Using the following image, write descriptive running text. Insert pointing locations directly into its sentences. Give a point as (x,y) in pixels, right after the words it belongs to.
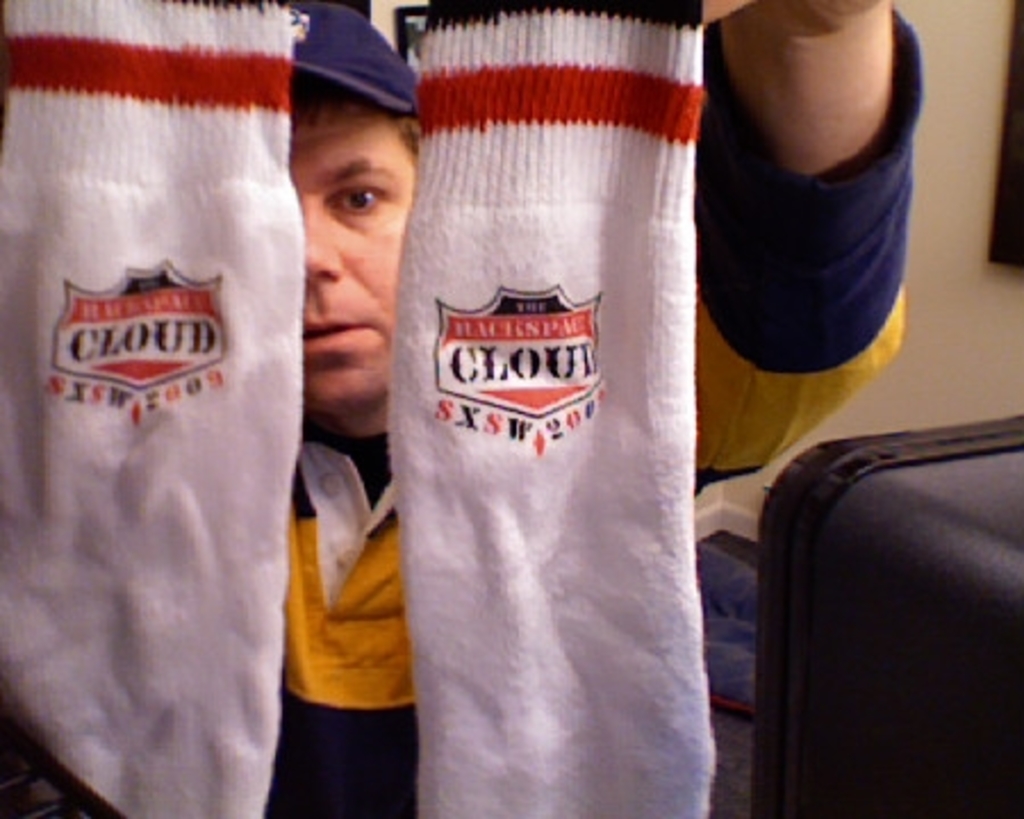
In the image, there is a man (337,534) he is holding two socks (451,375) with his hand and there is a luggage (852,517) beside the man (838,339) and he is wearing blue and yellow shirt (344,555) and blue cap (337,50), in the background (937,331) there is a wall (927,339).
